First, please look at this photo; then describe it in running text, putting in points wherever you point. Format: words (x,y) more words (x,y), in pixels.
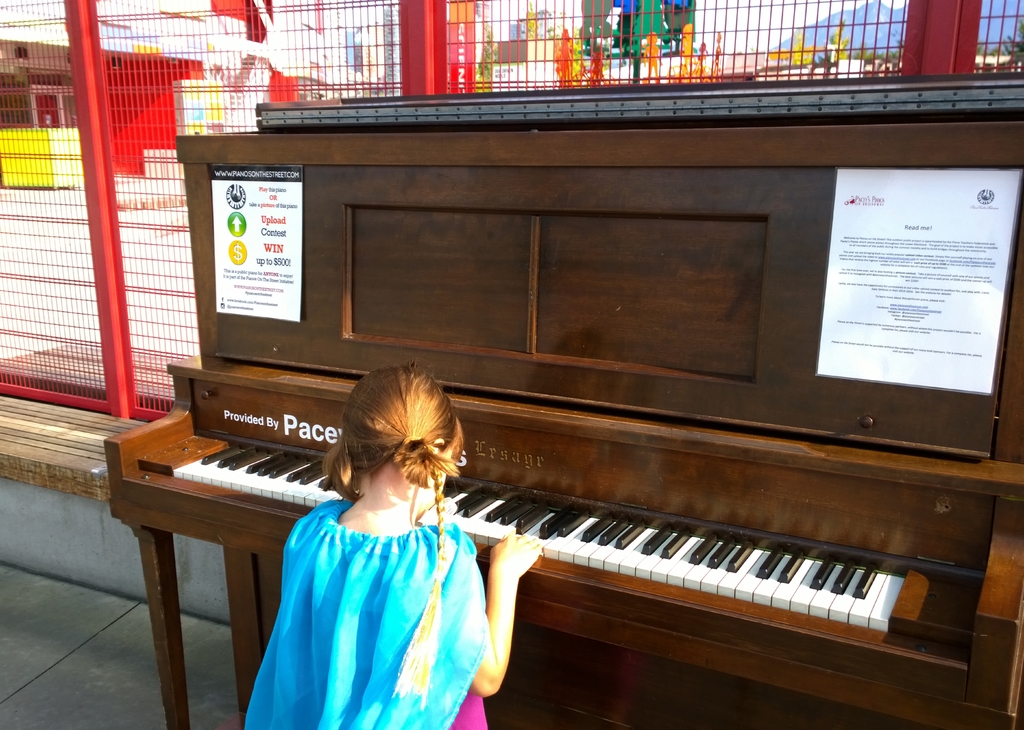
It is an open place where one girl (351,587) is playing the keyboard (555,584). She is wearing a blue dress (435,668) and in front of the keyboard (505,445) there is one big gate (311,85) and in front of that there is an open place (520,59).
